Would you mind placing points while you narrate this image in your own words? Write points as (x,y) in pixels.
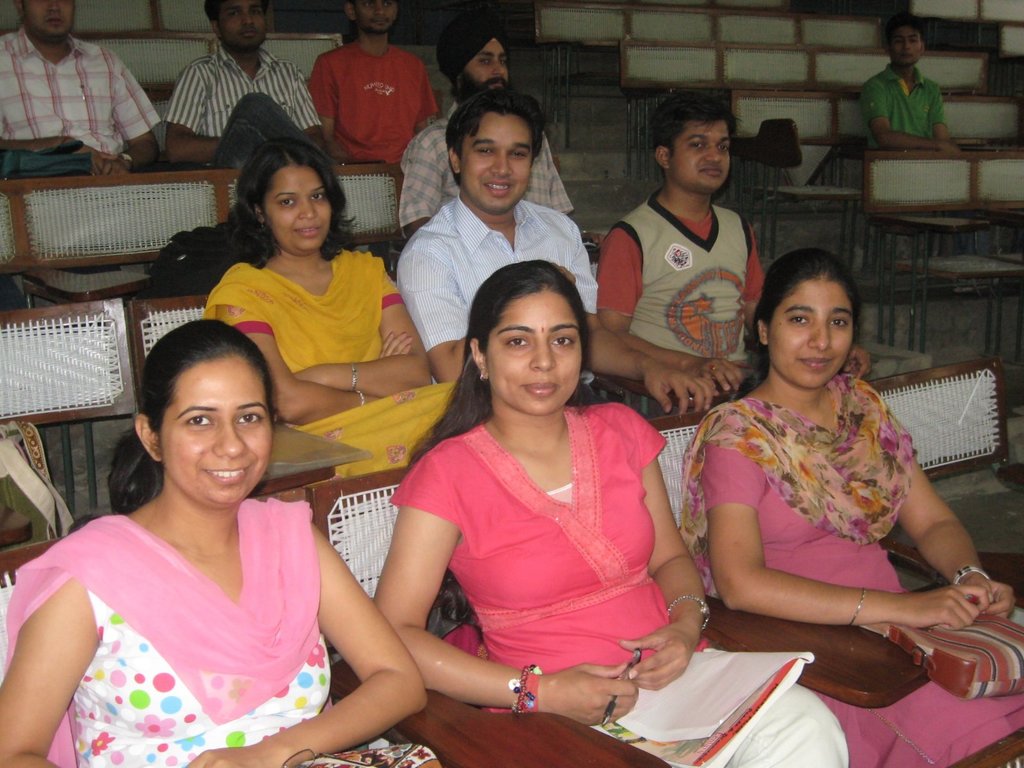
In this image I can see group of people (596,514) sitting. In front (166,680) the person (189,643) is wearing pink and white color dress (209,669) and the person (414,618) at middle (517,298) is holding a pen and I can also see the book (700,689).
